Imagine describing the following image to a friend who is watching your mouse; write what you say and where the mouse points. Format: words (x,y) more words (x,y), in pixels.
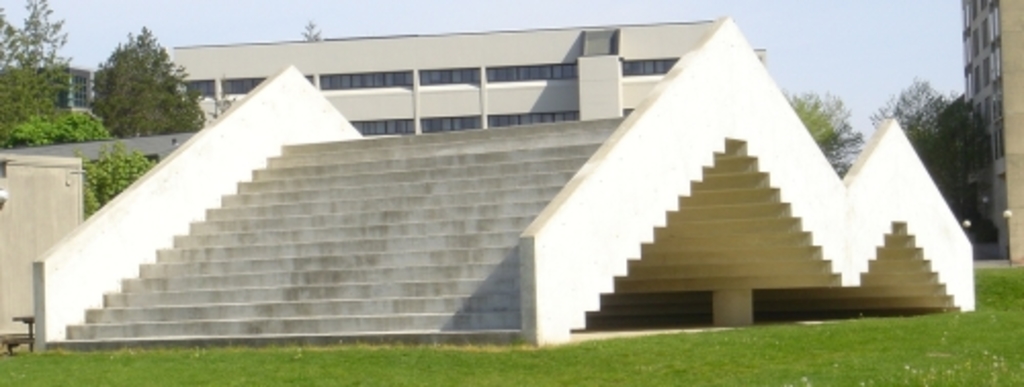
In this image we can see staircases (410,175), grass (857,368), house (28,239), trees (97,201), buildings (378,69), light poles (970,224) and the sky (821,50) in the background (790,61).
